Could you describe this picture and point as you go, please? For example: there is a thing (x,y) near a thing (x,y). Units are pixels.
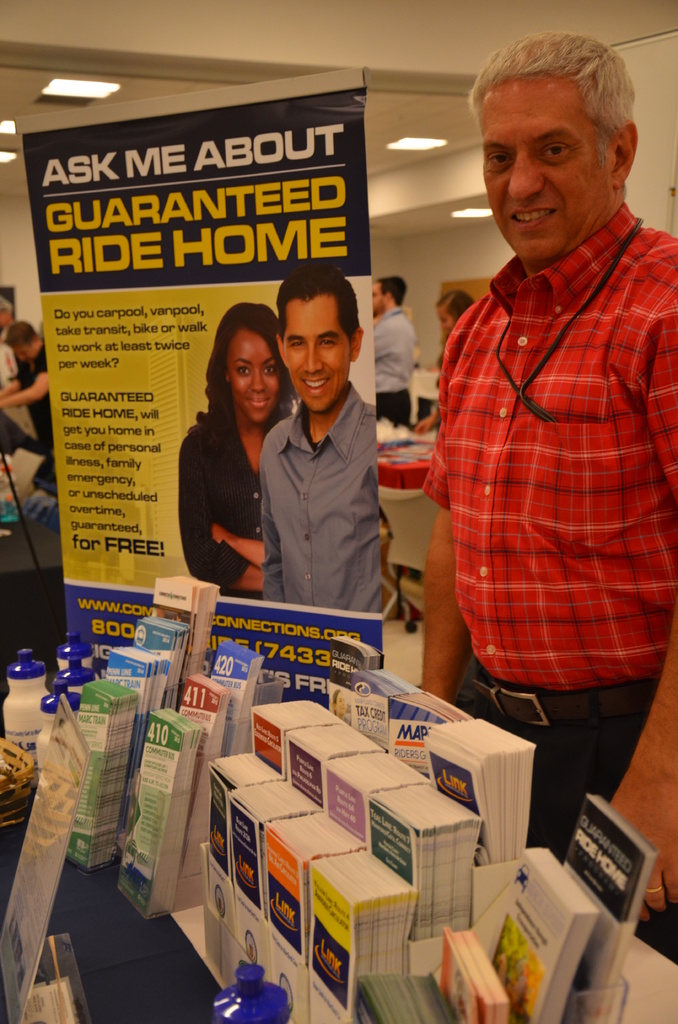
This picture describes about group of people (455,433), in front of them we can see few books (150,771), bottles (12,677) and other things (219,837) on the tables (114,911), in the middle of the image (274,398) we can see a hoarding (186,426), and also we can find few lights (70,84).
